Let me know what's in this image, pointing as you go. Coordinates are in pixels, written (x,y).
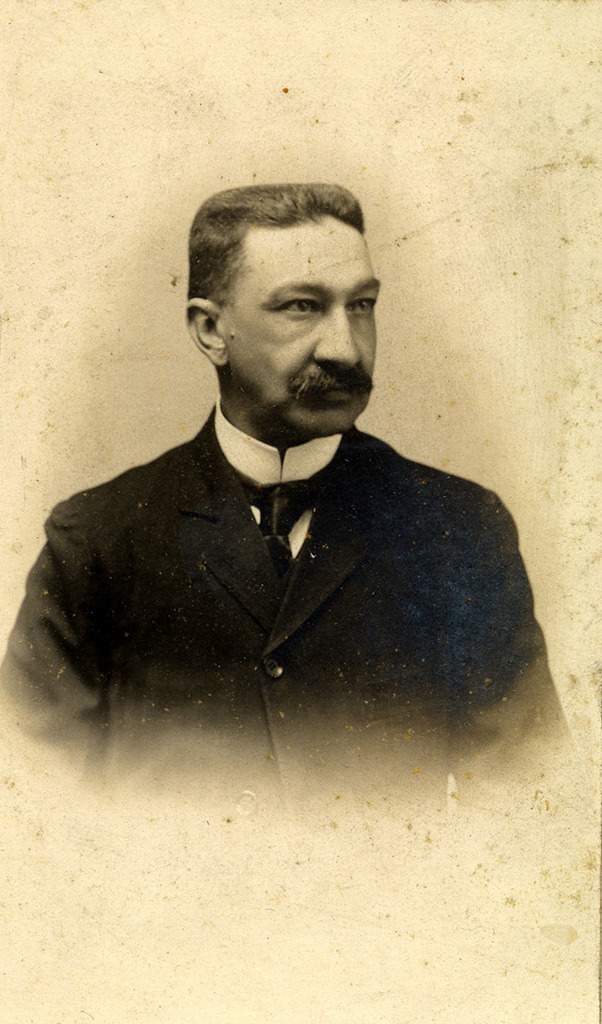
This image looks like an edited photo, in which I can see a person (348,688) and a colored background (544,444).
